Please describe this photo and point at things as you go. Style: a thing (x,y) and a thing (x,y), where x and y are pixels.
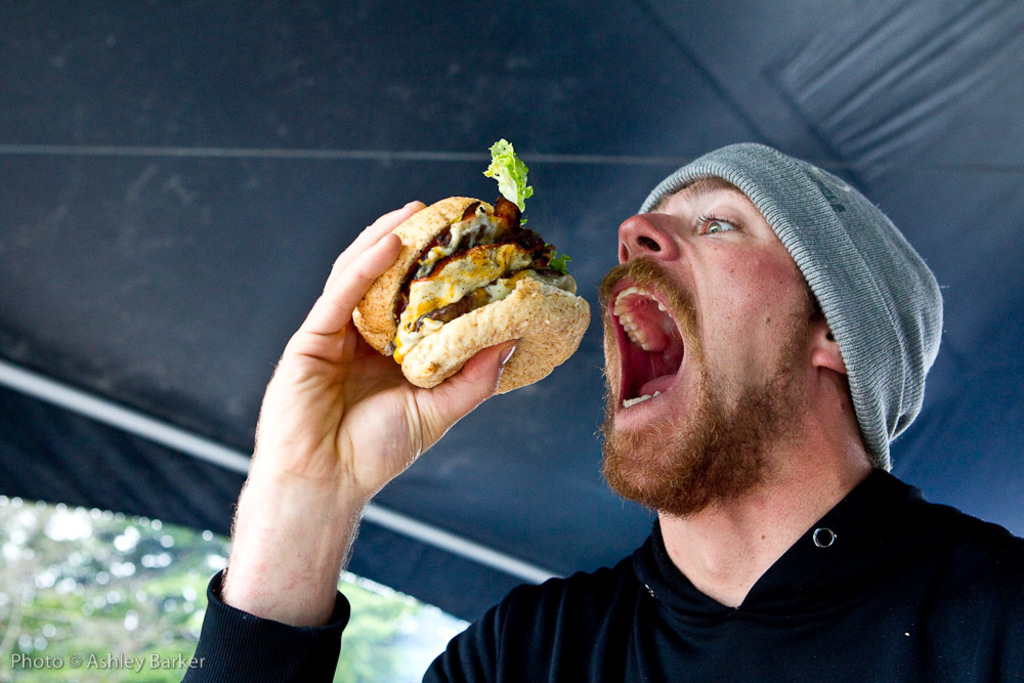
In this image I can see a person (631,285) eating some food items (490,303).
